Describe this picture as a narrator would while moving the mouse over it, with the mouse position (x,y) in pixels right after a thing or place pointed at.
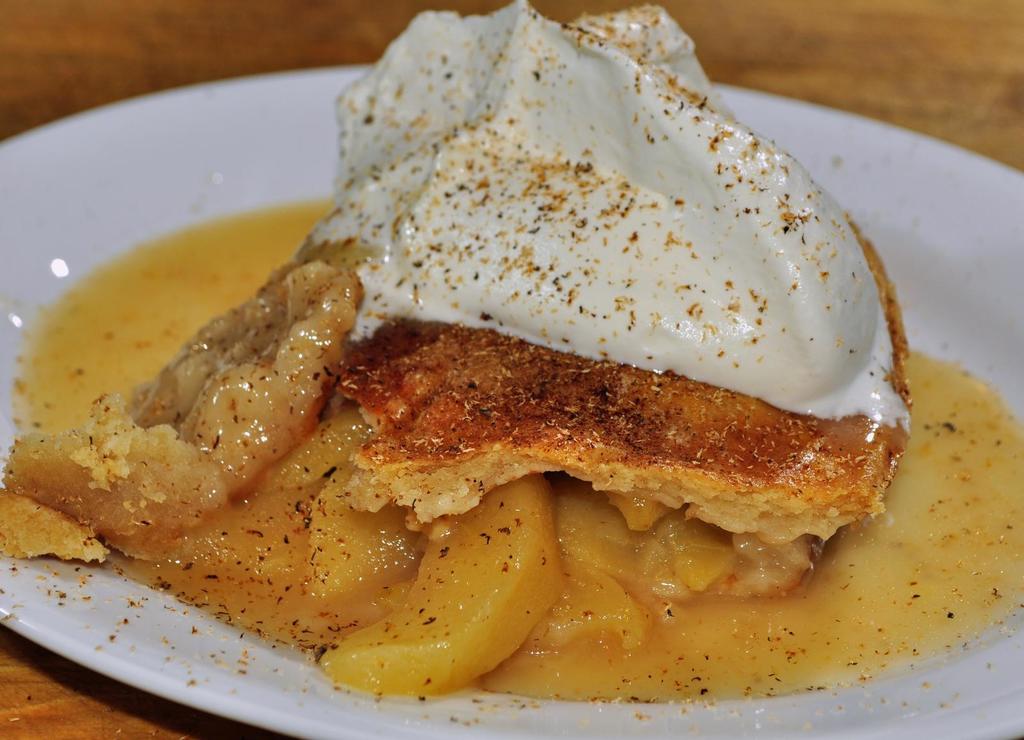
In this image we can see some food item (148,354) is kept on a white plate (963,206) which is placed on the wooden surface (925,87). This part of the image is blurred.
